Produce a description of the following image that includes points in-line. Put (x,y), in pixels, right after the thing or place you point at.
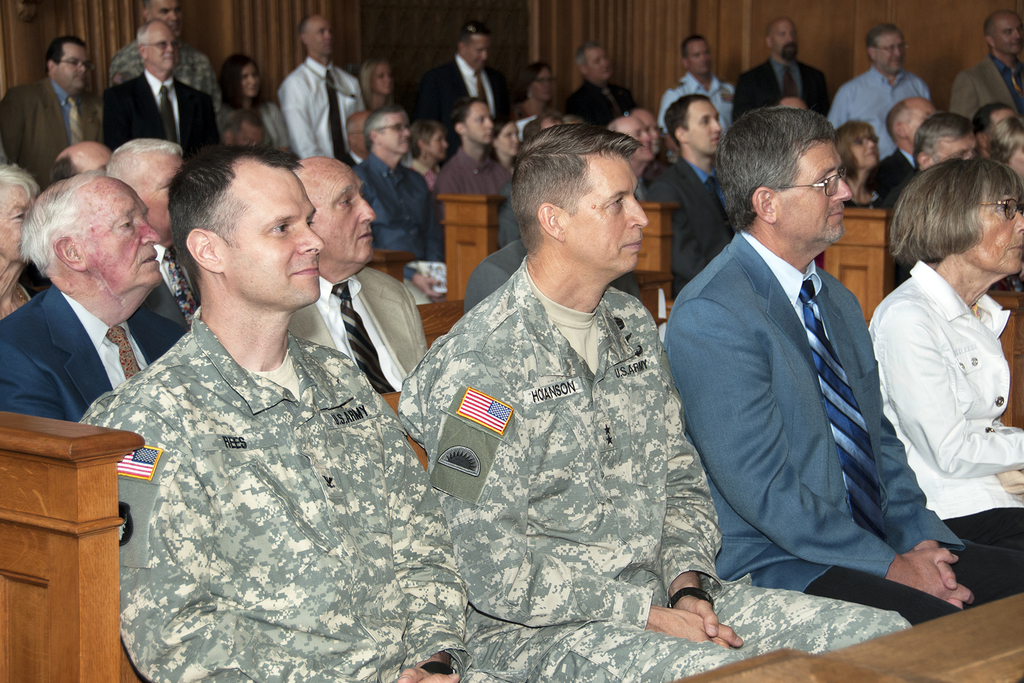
This image consists of many people (218,334). And we can see the wooden benches (84,459) in this image. In the background (252,57), there are few persons (772,34) standing. In the front (211,516), two persons (278,427) are wearing army dress (335,437).
